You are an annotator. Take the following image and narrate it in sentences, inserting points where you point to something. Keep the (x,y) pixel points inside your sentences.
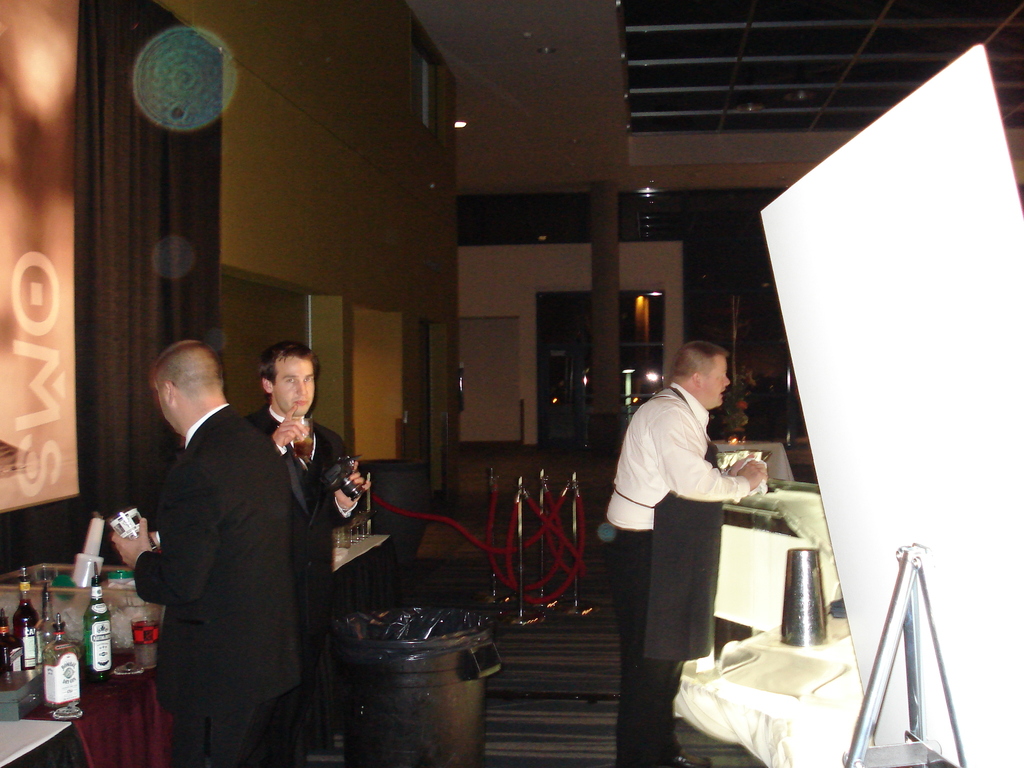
In the foreground of this image (323,660), there are three men (640,680) standing on the floor (496,746) and holding few objects (759,457). At the bottom (449,714), there is a black color tub (408,725). On the left (97,631), there are bottles (100,617) and few objects (72,718) on the table (83,725). On the right (895,575), there is a board (903,427) and the tables (771,589). In the background (543,478), there is a safety pole (519,515), wall (335,202), few lights (648,188), a pillar (615,249) and the ceiling (734,49).
